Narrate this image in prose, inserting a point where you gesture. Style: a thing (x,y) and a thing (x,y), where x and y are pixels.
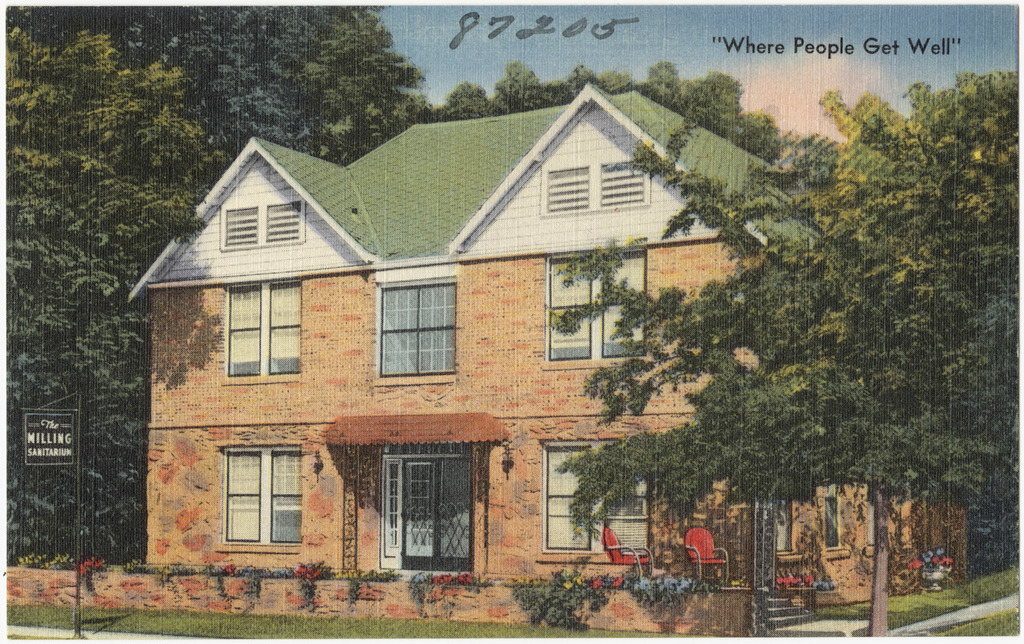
In this image we can see the picture of a house (467,317) with windows (417,296) and a roof (643,105). We can also see a group of trees (23,500), some plants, chairs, grass (224,624), a signboard (30,425) to a pole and the sky (811,116) which looks cloudy. We can also see some text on this image.
